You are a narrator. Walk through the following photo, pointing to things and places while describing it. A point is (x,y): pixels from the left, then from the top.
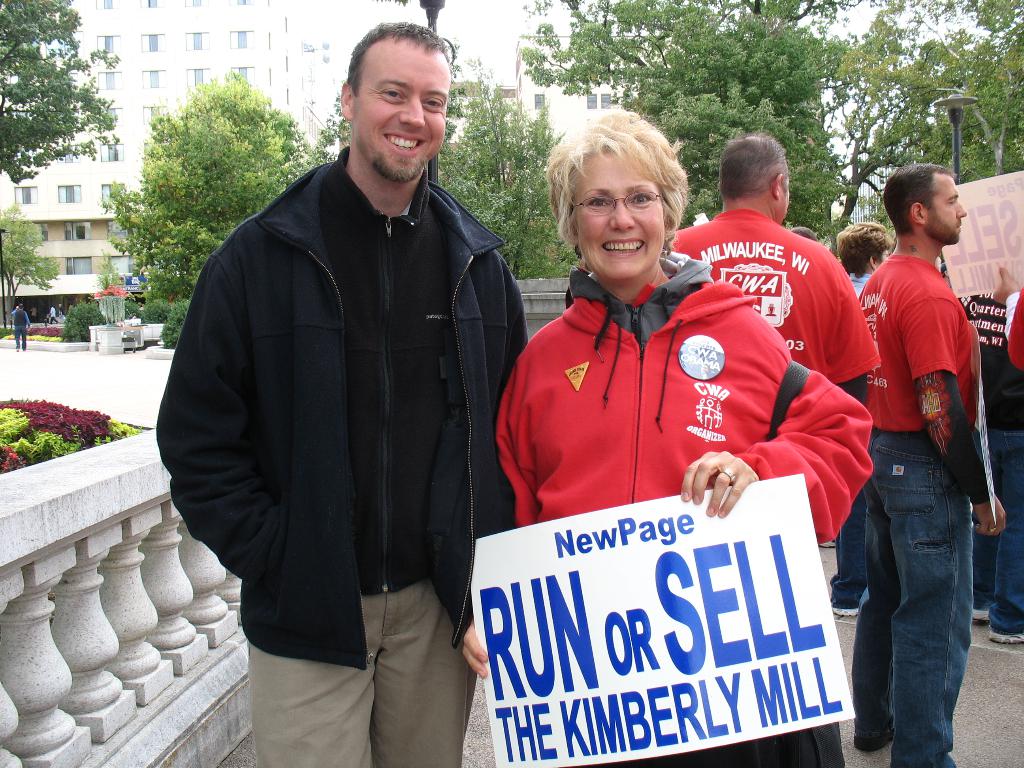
In this image I can see the group of people (558,508) with different color dresses (676,358) and few people (676,358) with red color dresses (727,360). I can see few people (927,605) are holding the boards (596,524). To the left (109,586) I can see the railing (77,569) and the plants (43,331). In the background (120,99) I can see the poles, many trees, few more people (52,311), buildings (165,81) and the sky (353,40).
